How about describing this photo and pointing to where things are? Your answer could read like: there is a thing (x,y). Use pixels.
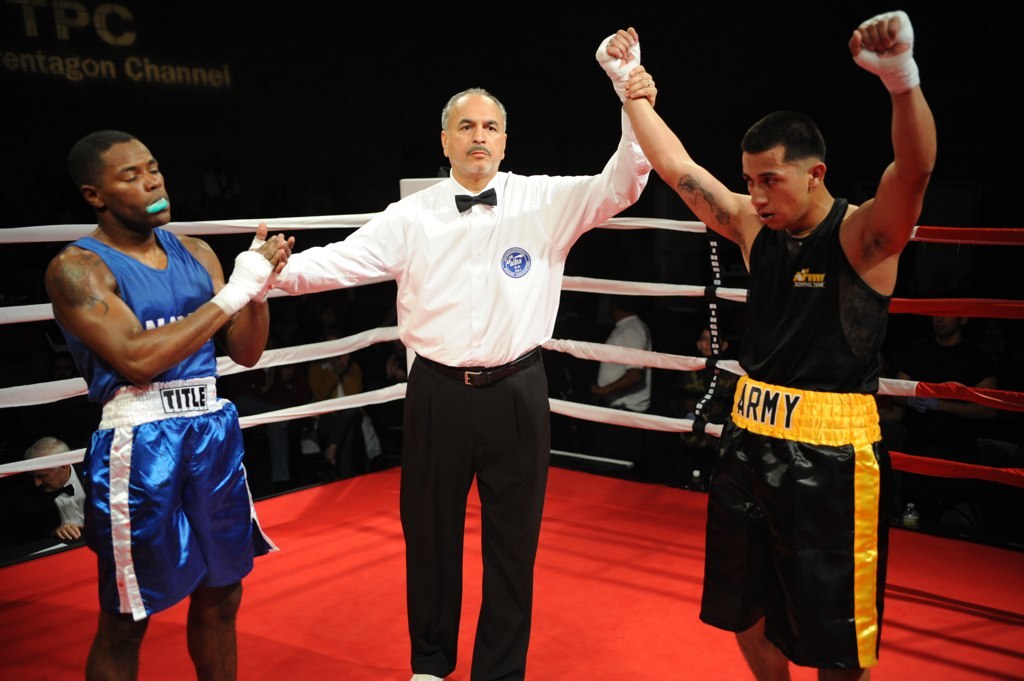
In this picture there is a man (421,342) who is wearing a white shirt (545,231) and shoe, beside him there is another man (769,343) who is wearing black dress (787,401) and gloves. On the left (121,175) there is a man (155,457) who is wearing blue dress (203,421). Three of them were standing on the ring (903,642). In the back (65,471) I can see many people (63,506) were standing near to this stage (721,289). In the top left corner (92,81) there is a banner (17,73) near to the wall (290,88).
